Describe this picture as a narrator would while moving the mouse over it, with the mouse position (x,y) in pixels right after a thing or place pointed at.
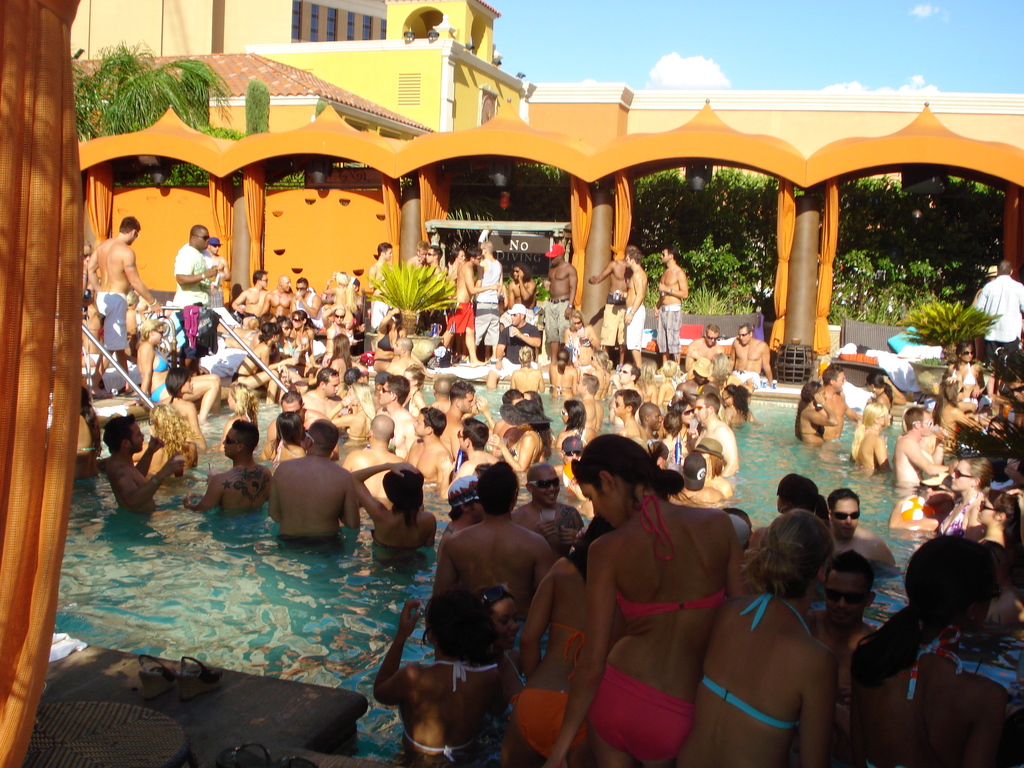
In this image I can see number of people (494,289) in swimming pool (352,650). In the background (882,195) I can see a building (413,125) and number of trees (758,252).
